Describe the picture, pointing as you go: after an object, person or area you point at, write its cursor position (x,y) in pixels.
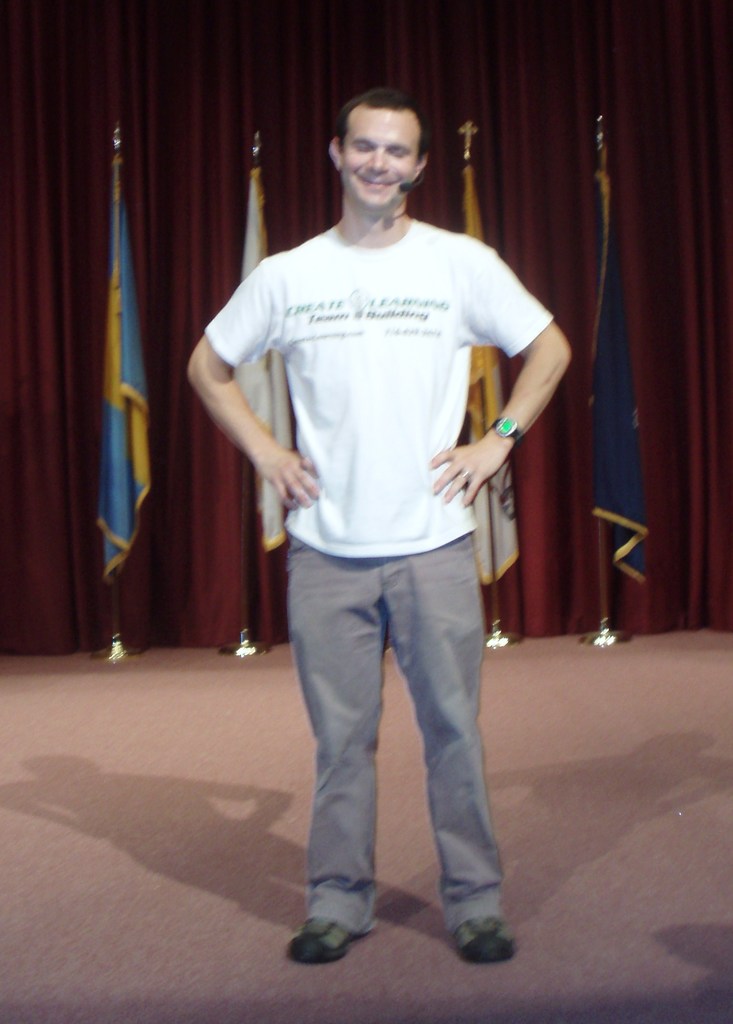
In this image I can see the person (402,458) standing and wearing the white and ash color dress (381,462). In the background (709,368) there are many flags (115,364) and the maroon color curtain (146,74).
